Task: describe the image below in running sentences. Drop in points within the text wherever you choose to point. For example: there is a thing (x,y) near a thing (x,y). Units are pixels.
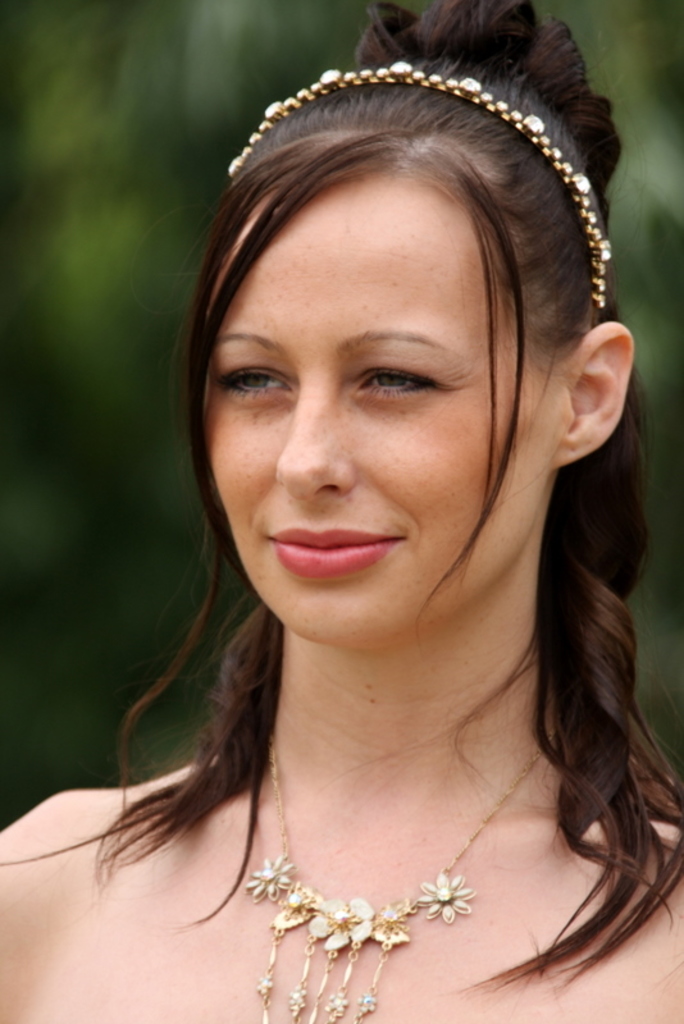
In this image we can see a woman (324,736). In the background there are trees (16,263).
